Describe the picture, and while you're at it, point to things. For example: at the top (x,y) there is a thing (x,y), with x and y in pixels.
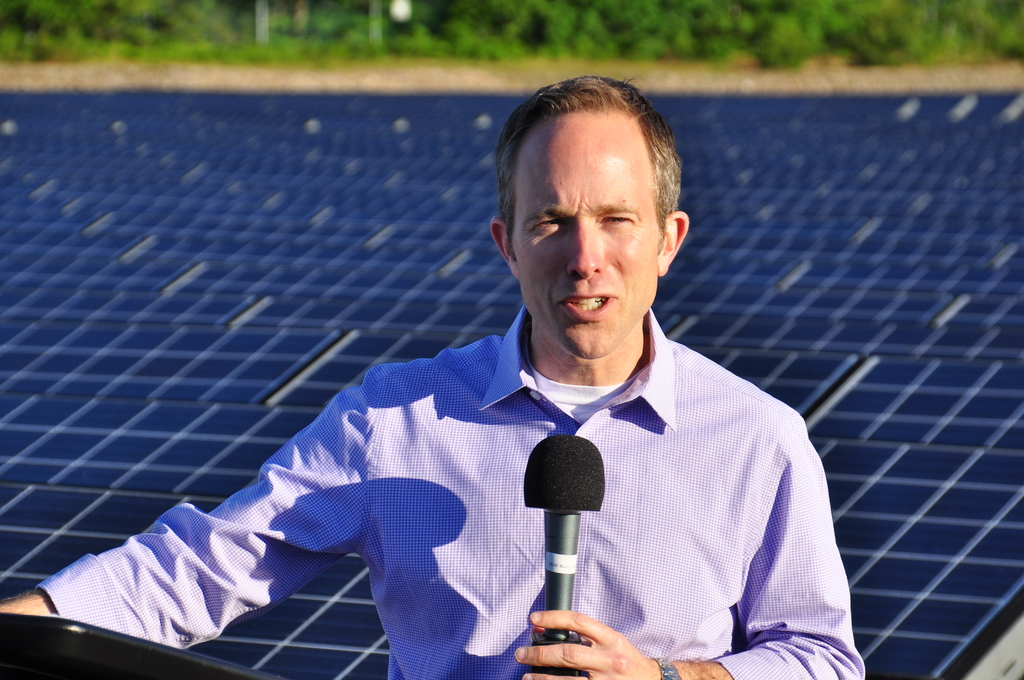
On the background (402,33) we can see plants (936,27). Here we can see one man (663,251) holding a mike (571,515) in hand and talking and it seems like a sunny day.
